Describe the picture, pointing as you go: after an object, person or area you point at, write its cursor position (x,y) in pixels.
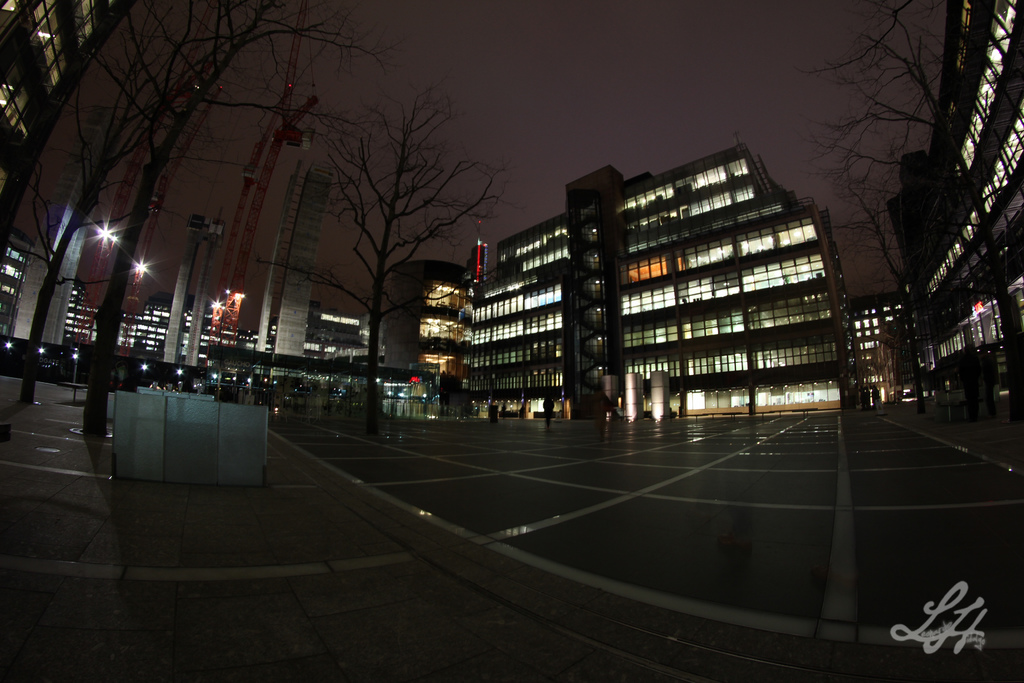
In this image I can see the trees (91,392). In the background (533,345), I can see the buildings (443,295) and the sky (550,35).
